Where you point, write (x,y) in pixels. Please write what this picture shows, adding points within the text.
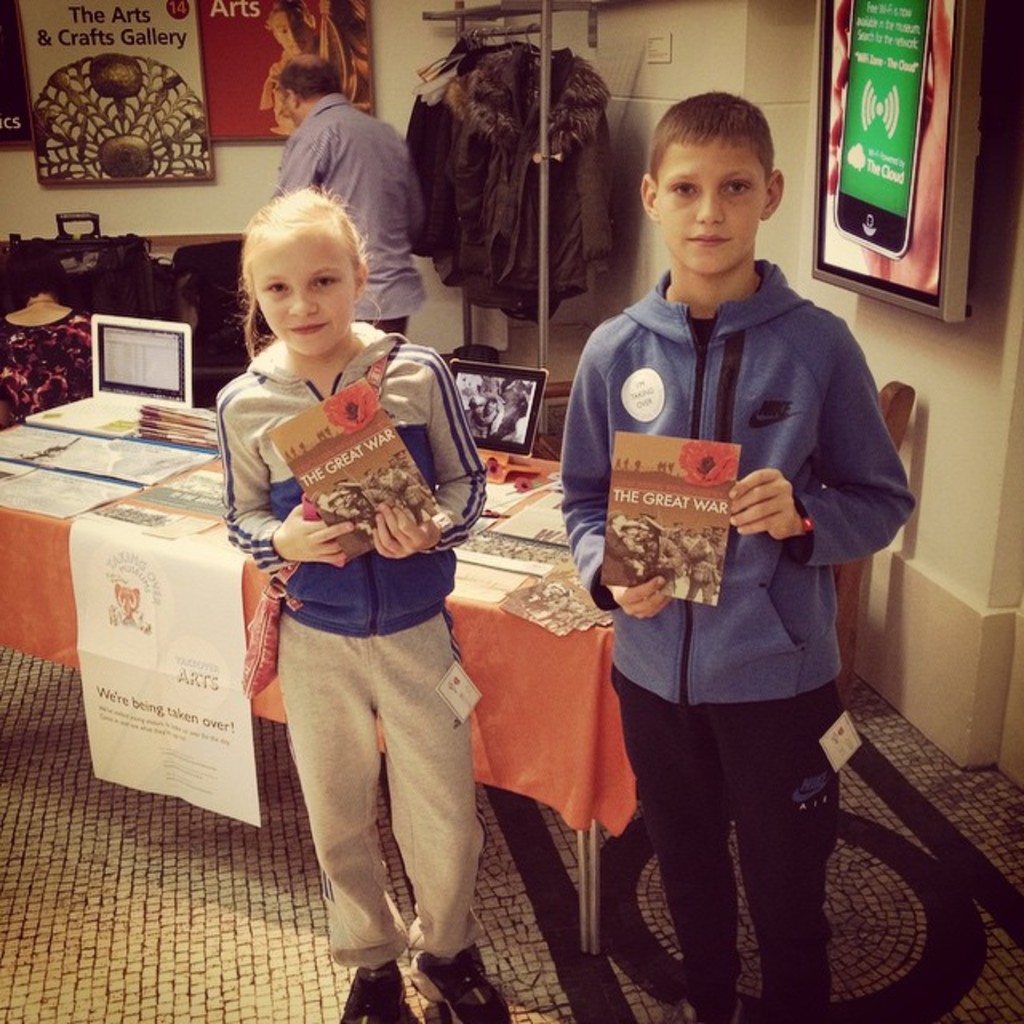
In this image we can see a boy (597,500) and a girl (472,505). They are holding books (394,469) in their hands (654,596). In the background (603,642), we can see one table (603,673). On the table (609,661), we can see tabs (487,404) and pamphlets (165,500). At the top of the image (308,31), we can see boards (152,79), pole (547,9), wall (731,76), clothes (519,175) and one man (362,148). There is a person (70,329) and objects (121,272) on the left side of the image (48,304).
